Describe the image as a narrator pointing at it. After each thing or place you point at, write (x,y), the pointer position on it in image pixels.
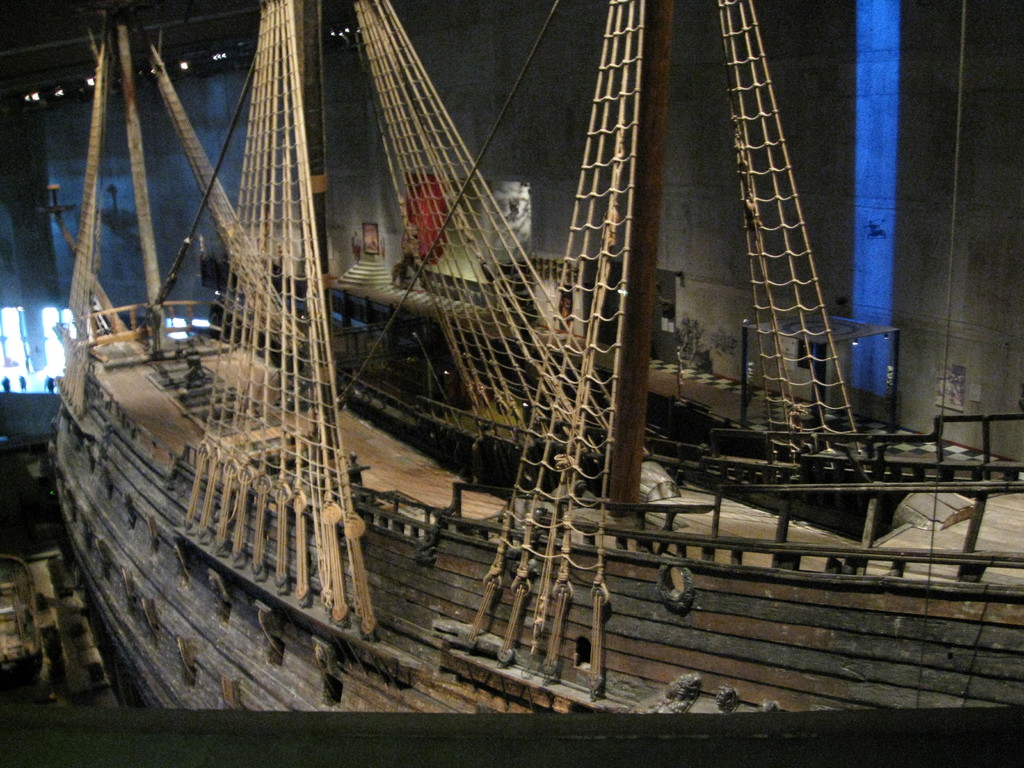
In this picture we can see a ship (106,355), poles (140,207), ropes (466,181), steps (388,278), lights (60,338) and some objects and in the background (118,186) we can see the wall (468,90).
